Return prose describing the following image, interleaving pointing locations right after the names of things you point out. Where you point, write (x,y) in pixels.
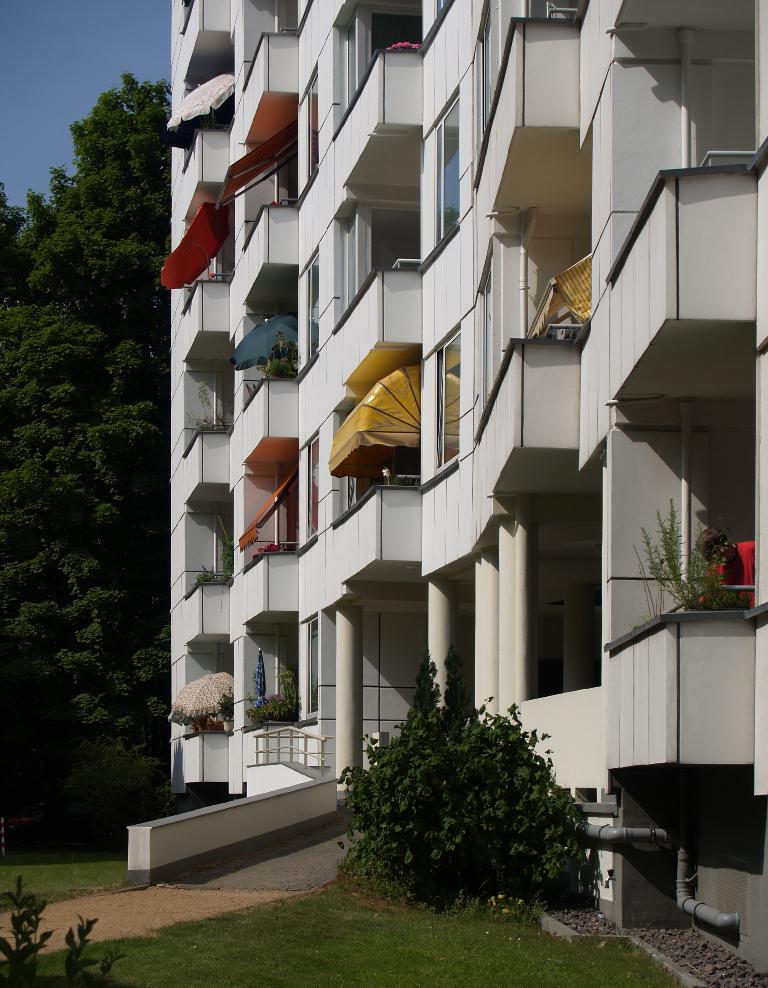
In this image there is a building (752,207), pillars (356,657), railing (296,729), plants (352,797), grass (367,957), tree (88,271), sky (81,39) and objects (13,825).
